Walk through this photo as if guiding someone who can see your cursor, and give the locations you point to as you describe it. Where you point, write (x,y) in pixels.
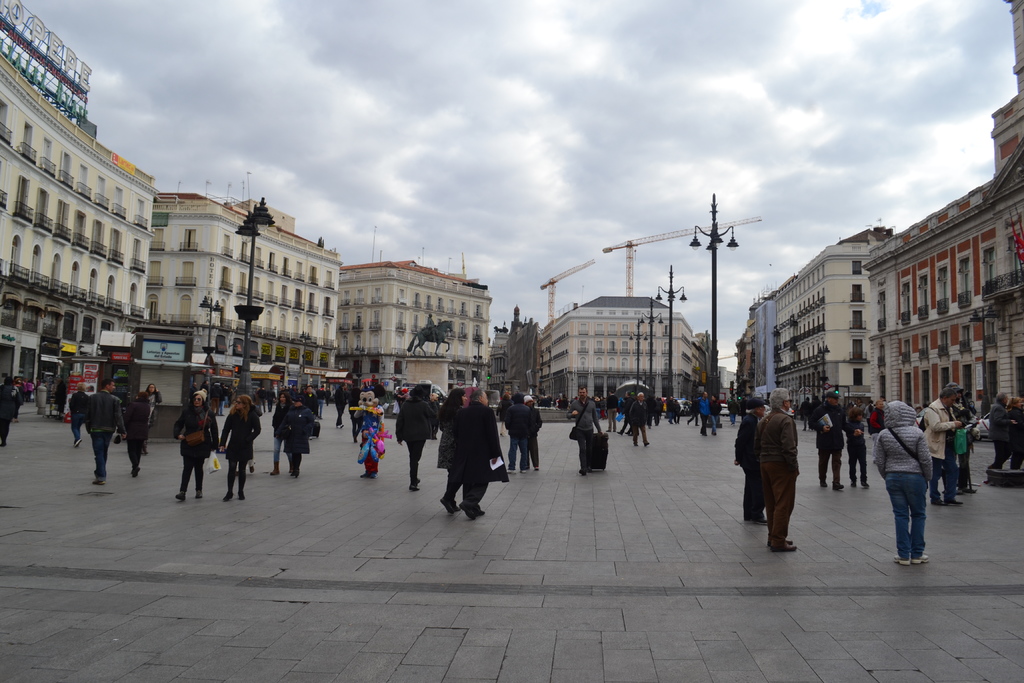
In this picture we can see people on the ground (684,588) and in the background (715,380) we can see a statue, buildings (683,382), poles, sky (688,62).
